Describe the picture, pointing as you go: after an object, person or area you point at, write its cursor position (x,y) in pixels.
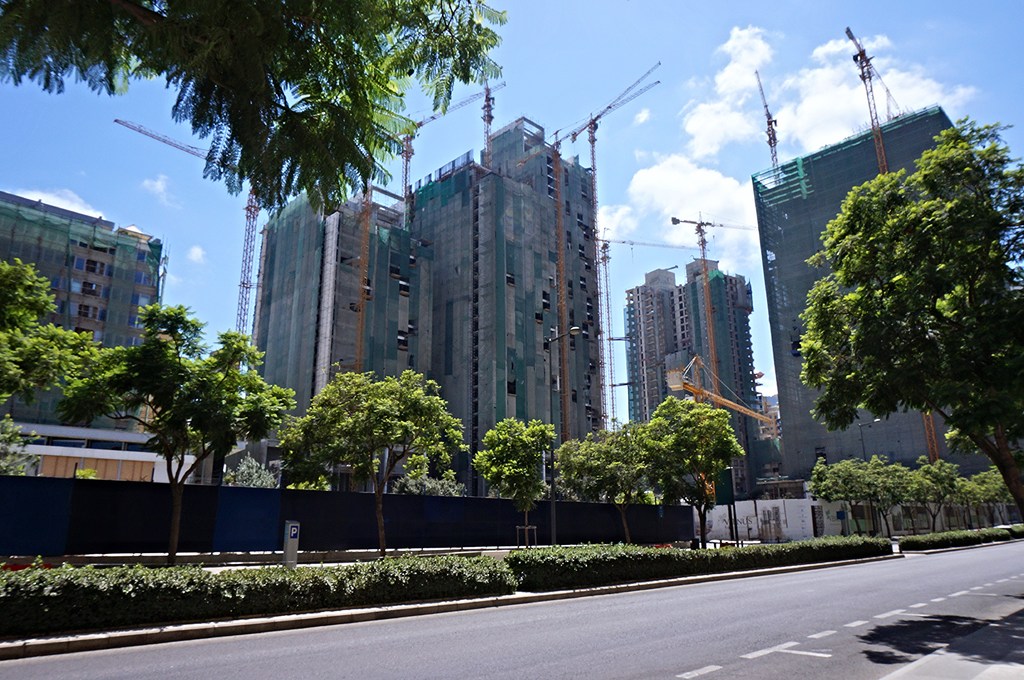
In the image there are huge buildings (715,295) being constructed and beside the buildings (331,370) there are a lot of trees (830,499) and bushes (349,569) on the footpath (732,571) and beside the footpath (898,548) there is a road (713,634).
